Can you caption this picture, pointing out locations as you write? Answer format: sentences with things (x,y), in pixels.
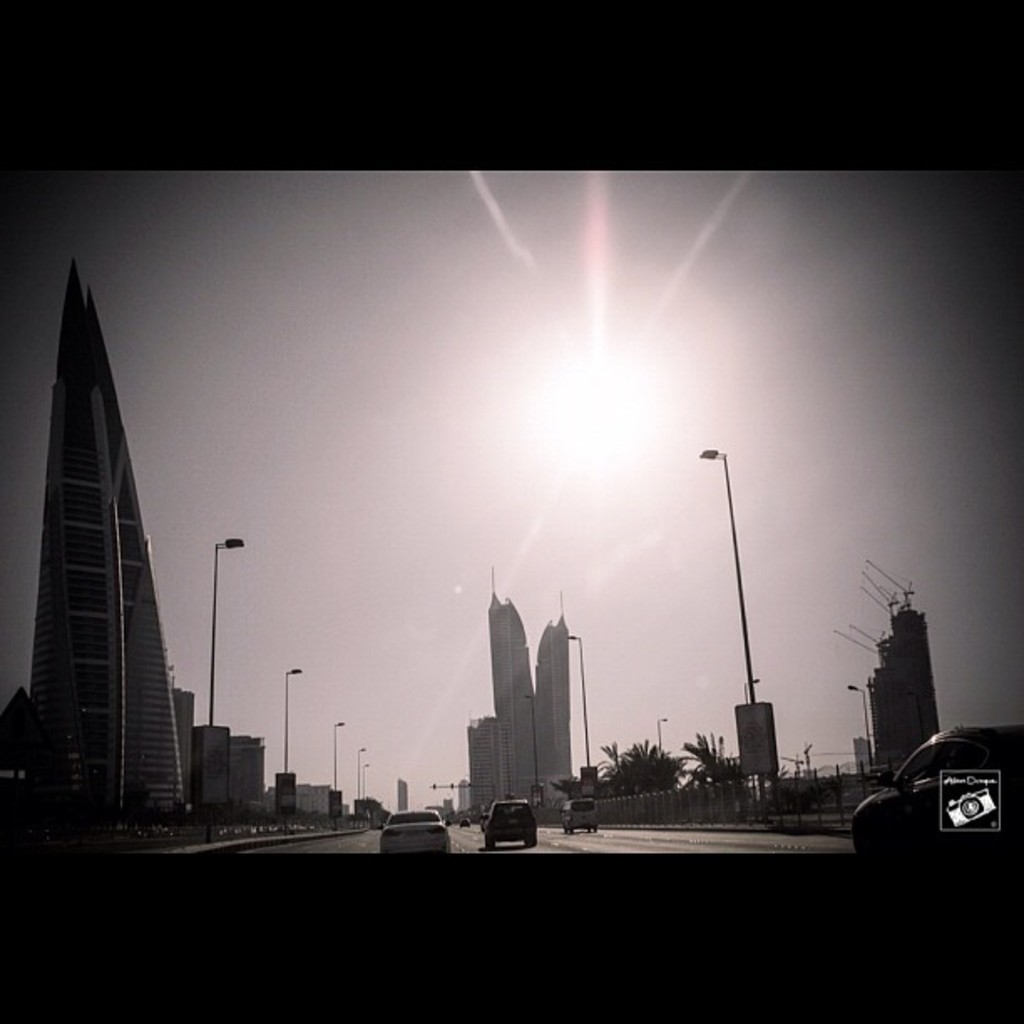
In this image there are vehicles (500,815) on the road (468,844). There are street lights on the pavement (188,844). There are boards (758,772) attached to the poles (763,786). Background (610,780) there are trees (623,756) and buildings (559,743). Top of the image (548,312) there is sky (571,394), having the sun (575,378).
